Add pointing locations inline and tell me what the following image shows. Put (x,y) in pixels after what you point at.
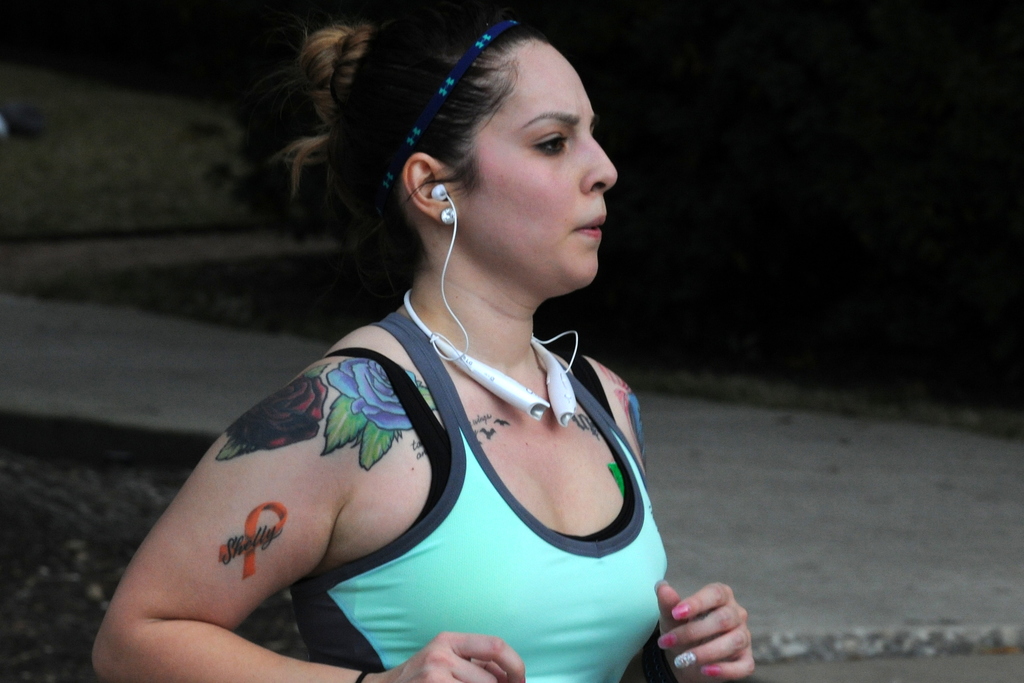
In this image I can see a girl (661,669) running and wearing Bluetooth headset (457,220) and the background (874,74) is black.
